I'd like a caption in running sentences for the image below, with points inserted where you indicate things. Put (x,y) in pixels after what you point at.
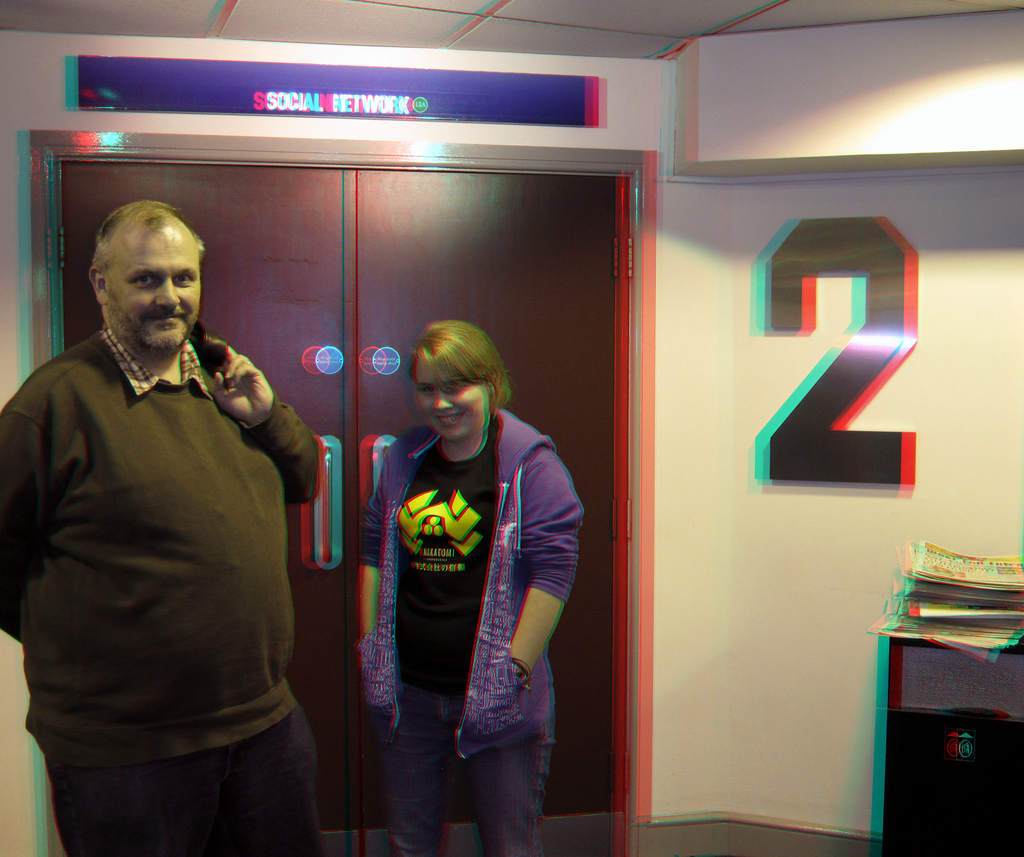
In this picture I can see a man (206,539), woman (397,664) standing and smiling, behind I can see a door (488,225) to the wall (792,391).
